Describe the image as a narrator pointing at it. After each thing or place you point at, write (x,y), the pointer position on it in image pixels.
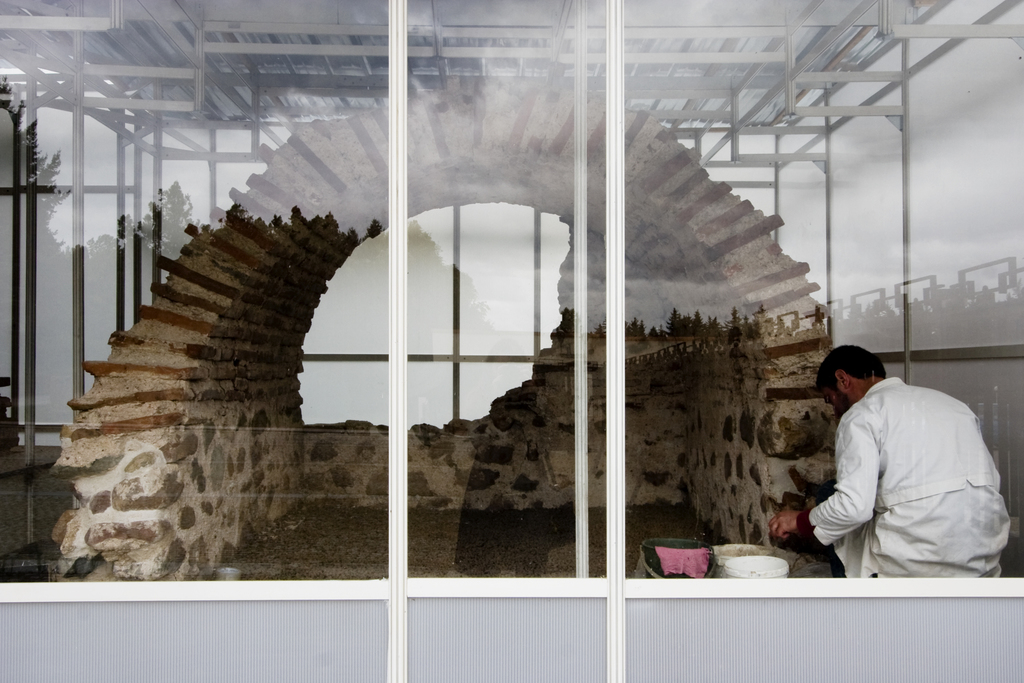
In this image there is a glass door (472,231) in the middle (539,314). Inside the glass door (425,133) we can see that there is a man (875,460) who is cementing the wall (780,370). At the top (252,53) there are iron rods (141,161).
